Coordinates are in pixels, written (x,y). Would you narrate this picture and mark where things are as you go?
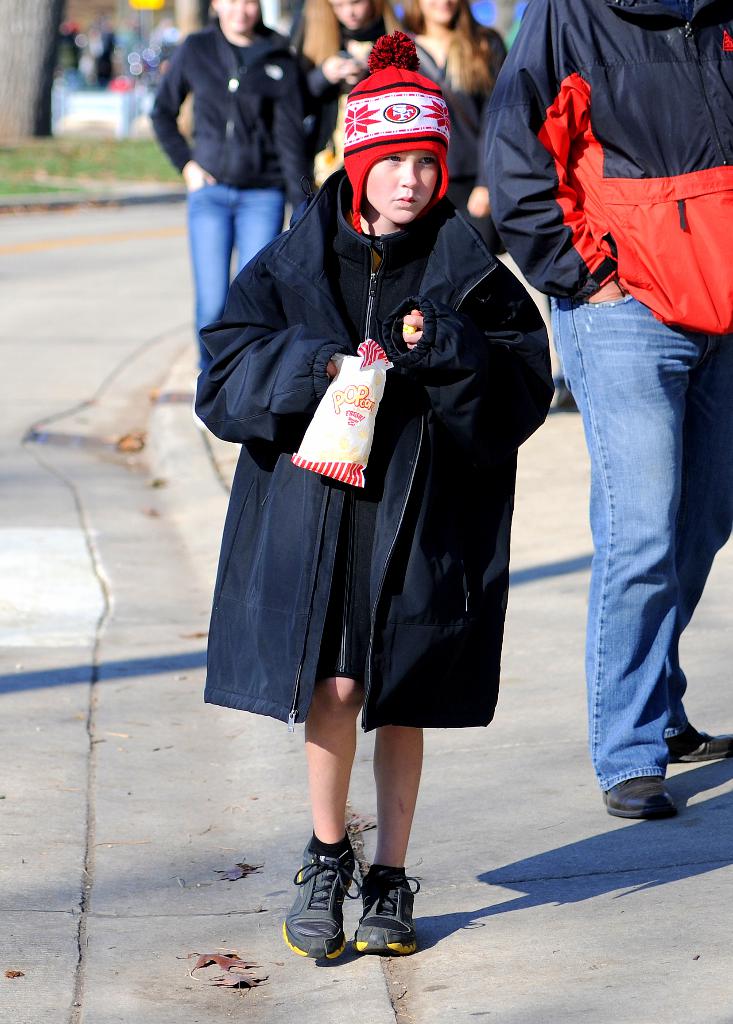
There is a child (419,241) in black color jacket (401,292), holding a packet (356,364) and walking on the footpath (261,968), near a person (680,284) who is in jean pant (635,735) and walking on the same footpath (676,803). In the background (206,30), there are persons (198,91) walking, near a road (138,270), there is tree (34,90) and grass (96,151) on the ground (133,145) and there are other objects (135,78).
